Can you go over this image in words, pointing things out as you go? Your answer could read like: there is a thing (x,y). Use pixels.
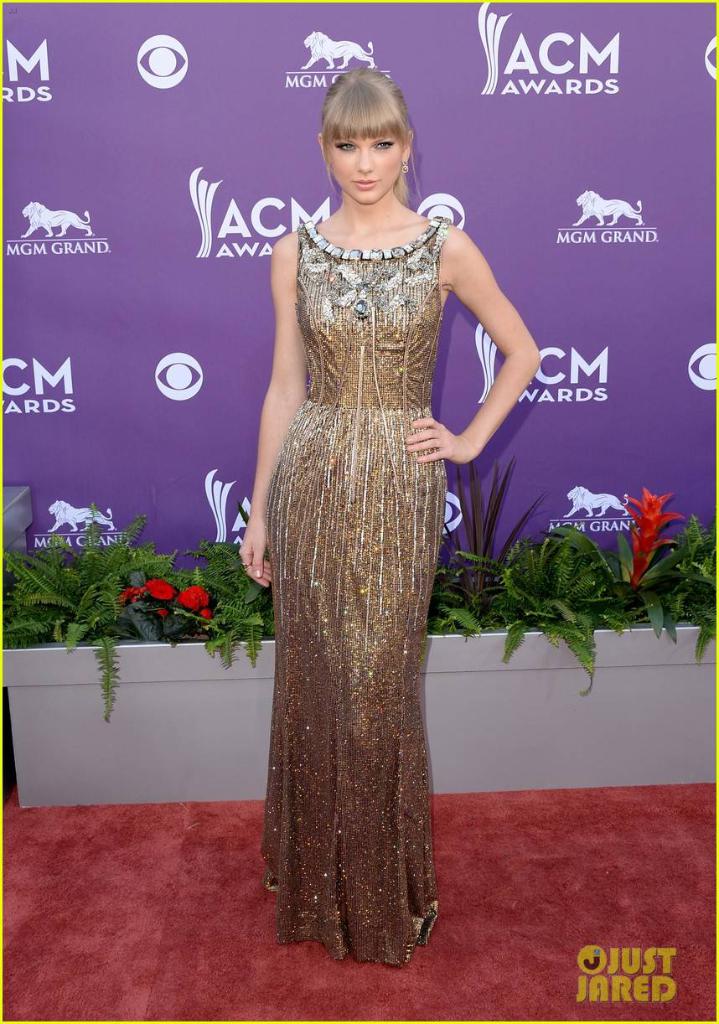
In this image we can see a woman (292,455) standing on the floor (147,847). In the background (98,566) we can see plants (697,604), flowers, and a hoarding (685,337). At the bottom of the image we can see something is written on it.
